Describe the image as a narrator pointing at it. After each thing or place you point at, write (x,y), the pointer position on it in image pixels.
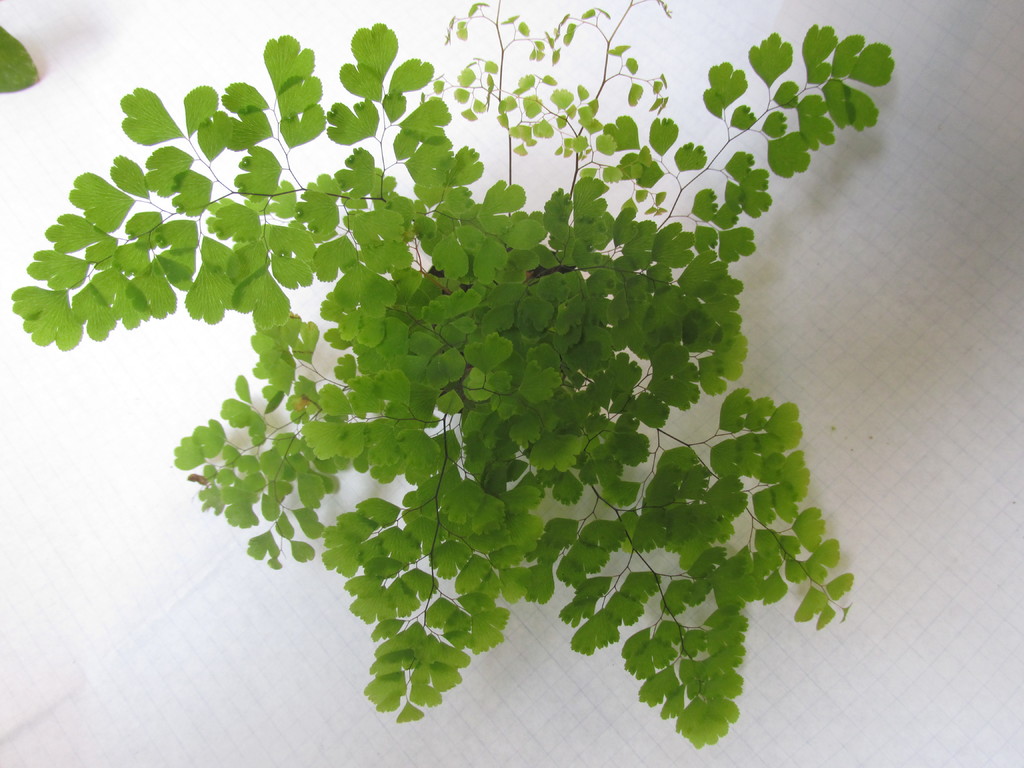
In this picture there is a plant (444,237) on a white surface (52,52). At the top left corner (23,64) we can see leaf (11,59).
